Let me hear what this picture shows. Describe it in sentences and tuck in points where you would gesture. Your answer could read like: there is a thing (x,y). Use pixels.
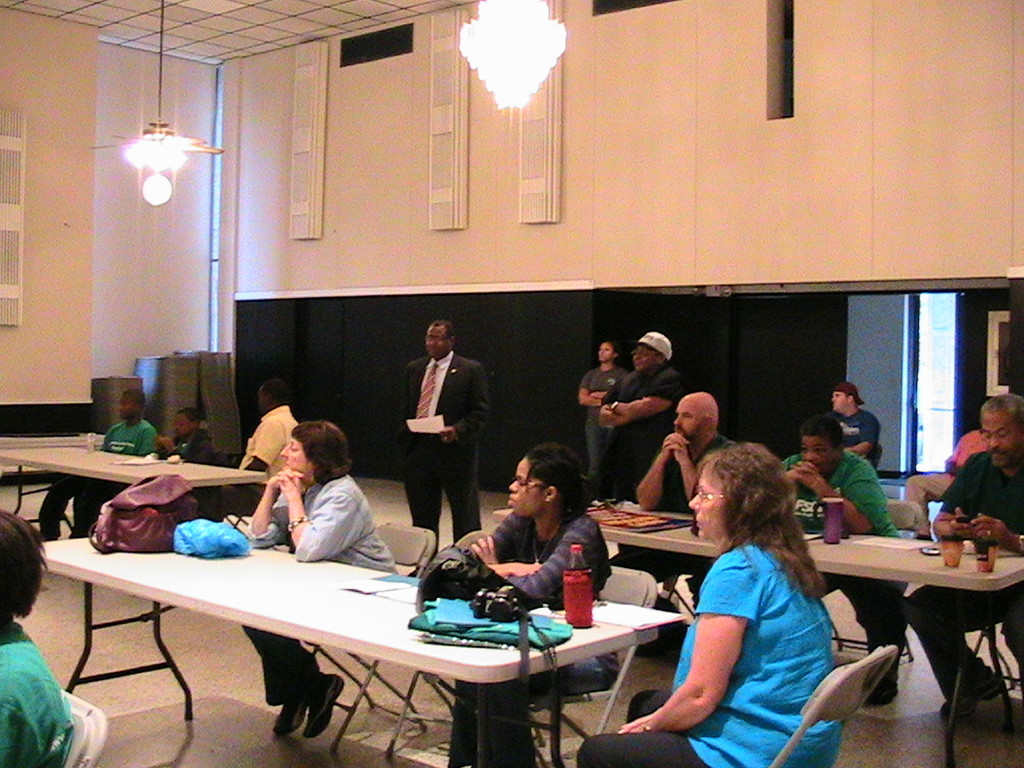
In this given picture there are many people (274,491) sitting in the chairs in front of their respective tables (336,569). On the table (193,568) there are some bags (175,533), camera (497,604) and a bottle (583,600) here. Some of the people (446,381) were standing. There is a chandelier (494,71) to the ceiling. In the background (172,162) there are some lights (177,166) and a wall (510,184) here.
